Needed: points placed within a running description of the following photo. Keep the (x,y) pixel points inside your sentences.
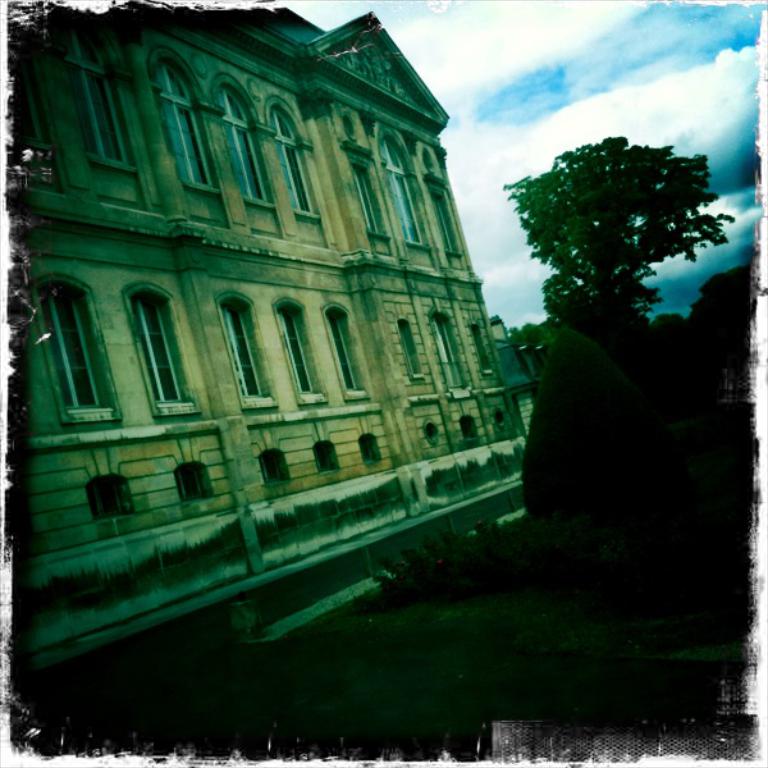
Right side of the image (598,569) there are few plants (572,520) and trees (628,396). Left side (234,498) there is a building (224,363). Right top there is sky (561,66) with some clouds (487,61). Bottom of the image (299,709) there is grassland (425,689).
